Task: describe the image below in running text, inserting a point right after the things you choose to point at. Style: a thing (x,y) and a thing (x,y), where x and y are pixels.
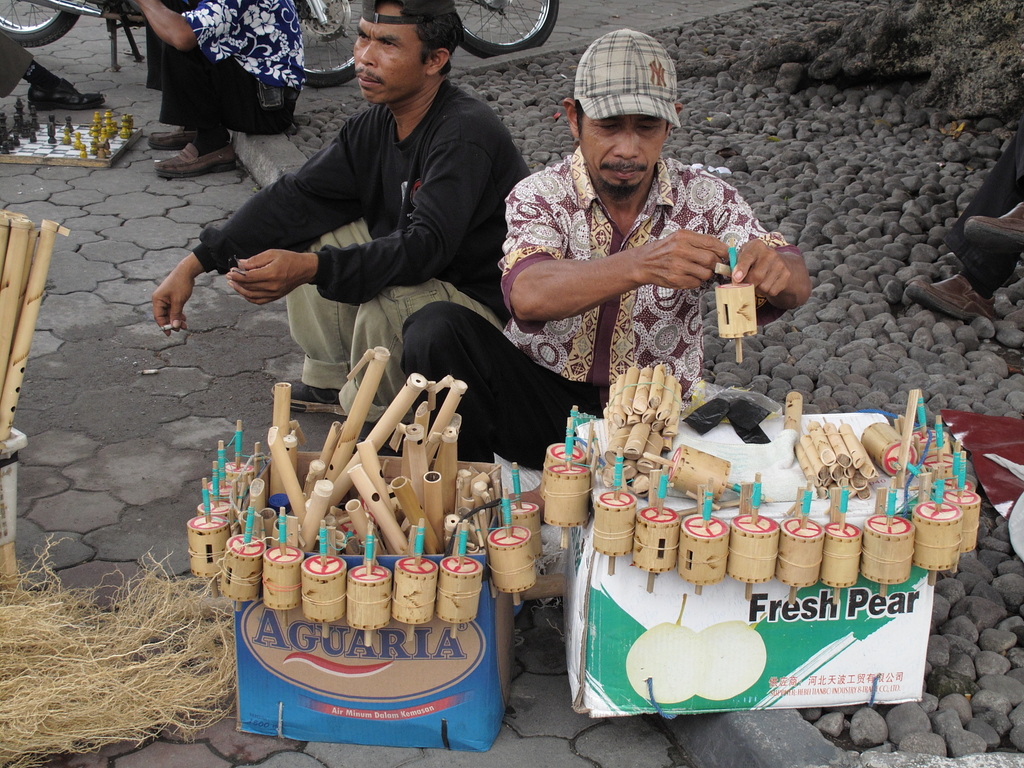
In the image we can see there are people (302,304) sitting, they are wearing clothes (361,168) and a cap (622,80). There are boxes (706,668), stones (806,714), objects (761,515), chess board (27,151) and chess coins (72,124). We can even see there is a vehicle (497,25).
